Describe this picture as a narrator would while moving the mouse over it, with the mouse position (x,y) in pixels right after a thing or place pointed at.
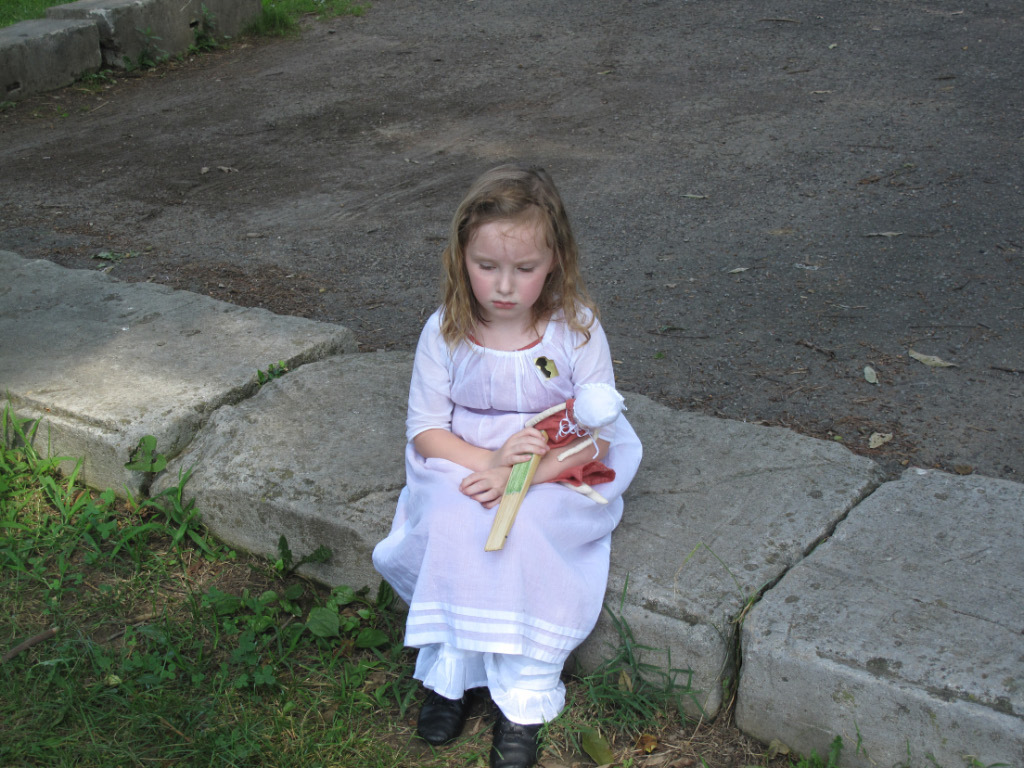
In this image we can see a girl (505,245) sitting on the stone (388,470) holding a toy (585,418). At the bottom of the image (201,692) there is grass (146,612) and plants (251,613). In the background of the image (402,181) there is road (497,101).
